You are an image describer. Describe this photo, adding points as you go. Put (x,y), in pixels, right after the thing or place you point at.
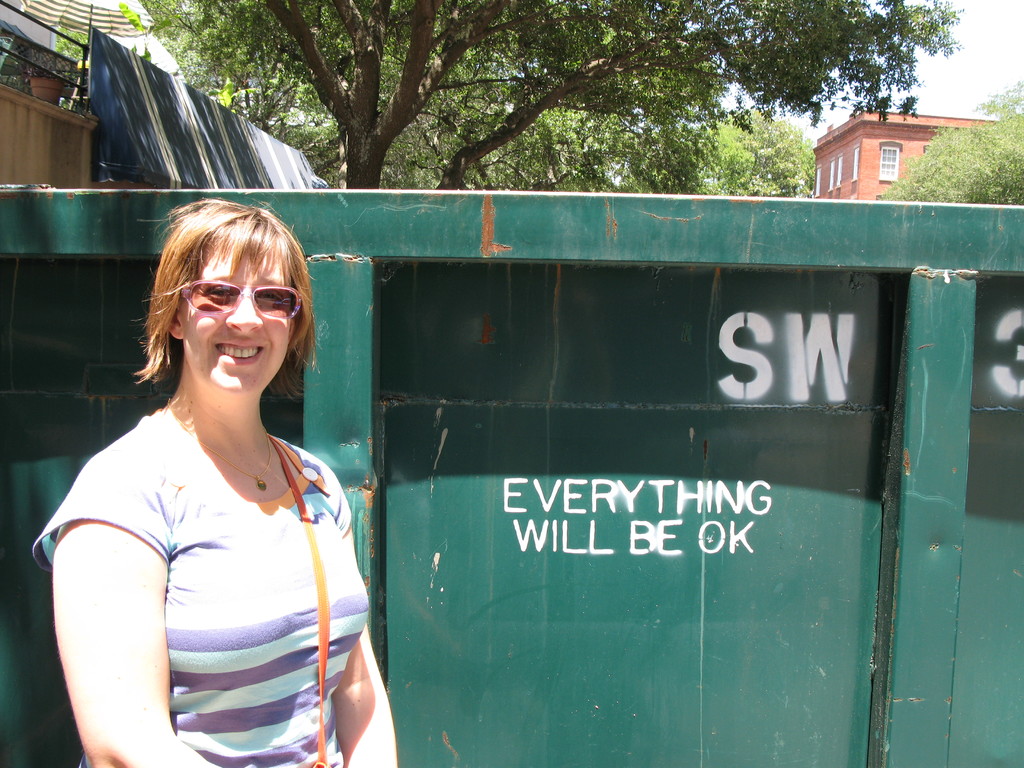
In this picture we can see a woman (367,615), she is smiling, she is wearing a goggles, at the back of her we can see a fence (634,469), buildings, pot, umbrella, sheet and trees (890,1) and we can see sky (923,83) in the background (918,69).
